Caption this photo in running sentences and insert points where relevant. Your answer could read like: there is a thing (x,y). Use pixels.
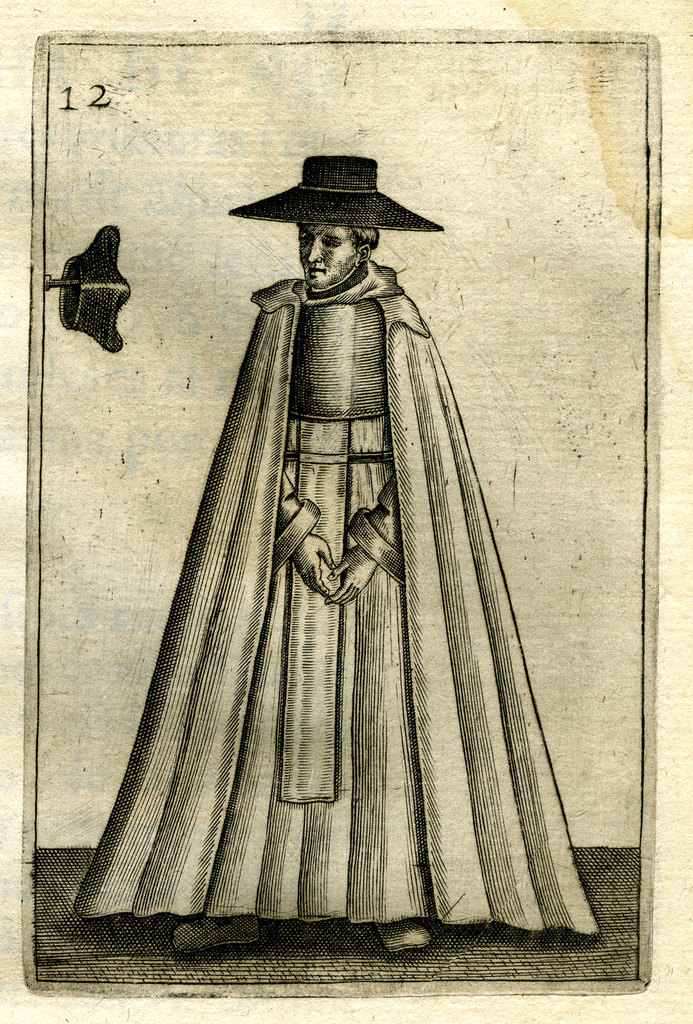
In this picture i can see the poster (279,247). In the center (292,437) there is a man (483,754) who is wearing hat (411,223) and dress (334,705). Beside him i can see another hat (63,325) which is kept on the nail (52,282).
